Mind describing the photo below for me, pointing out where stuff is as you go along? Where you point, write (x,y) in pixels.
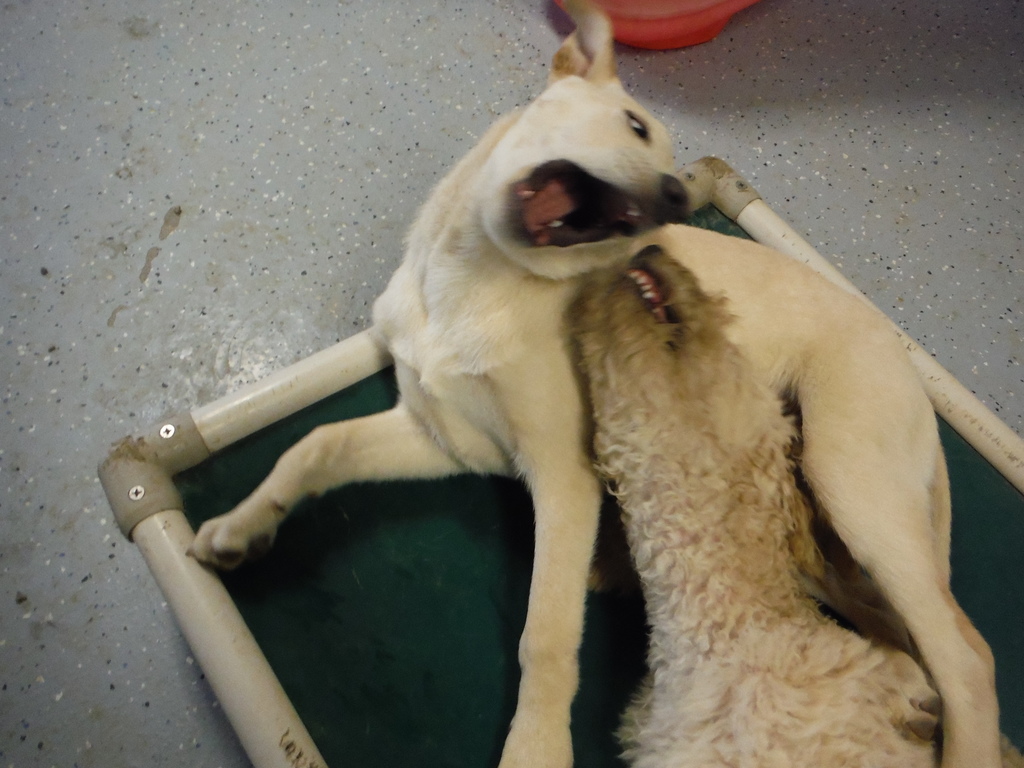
There is a dog (494,295) opened its mouth (570,211) and there is another animal (723,469) beside it.
